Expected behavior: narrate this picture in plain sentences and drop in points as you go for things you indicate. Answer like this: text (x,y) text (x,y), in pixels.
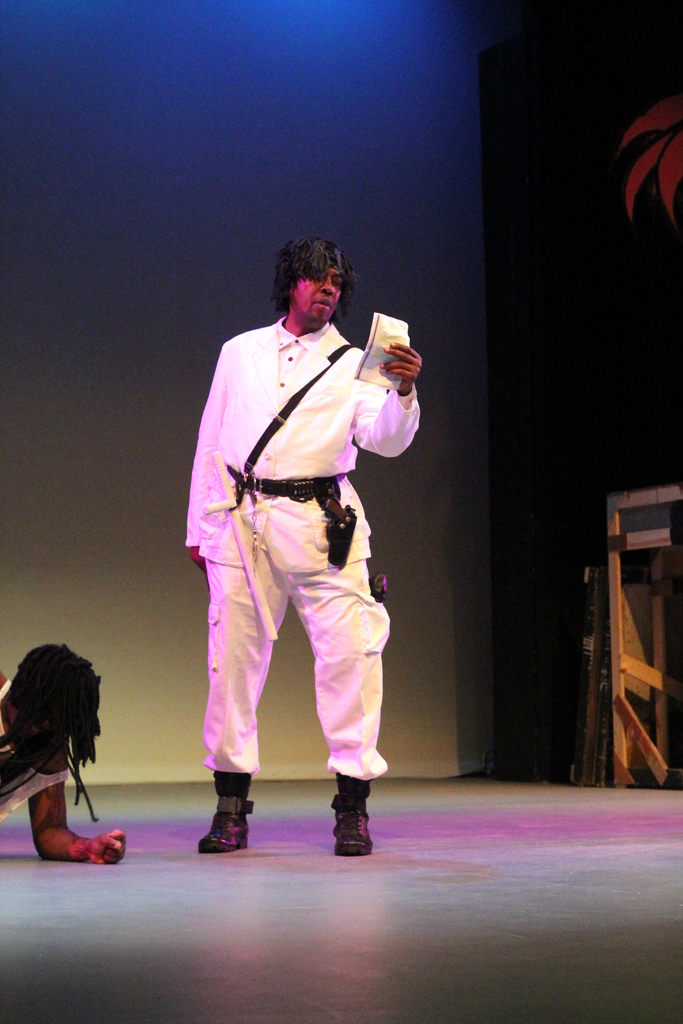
In this picture there is a man (326,461) who is wearing white dress (296,530) and black shoes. He is holding a paper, beside him there is another man (6,777) who is lying on the stage (420,784). In the back (159,507) I can see the projector screen (117,579). On the right (653,766) there is a wooden table (682,694) near to the wall (661,414). At the top (201,50) I can see the light beam (254,62).
